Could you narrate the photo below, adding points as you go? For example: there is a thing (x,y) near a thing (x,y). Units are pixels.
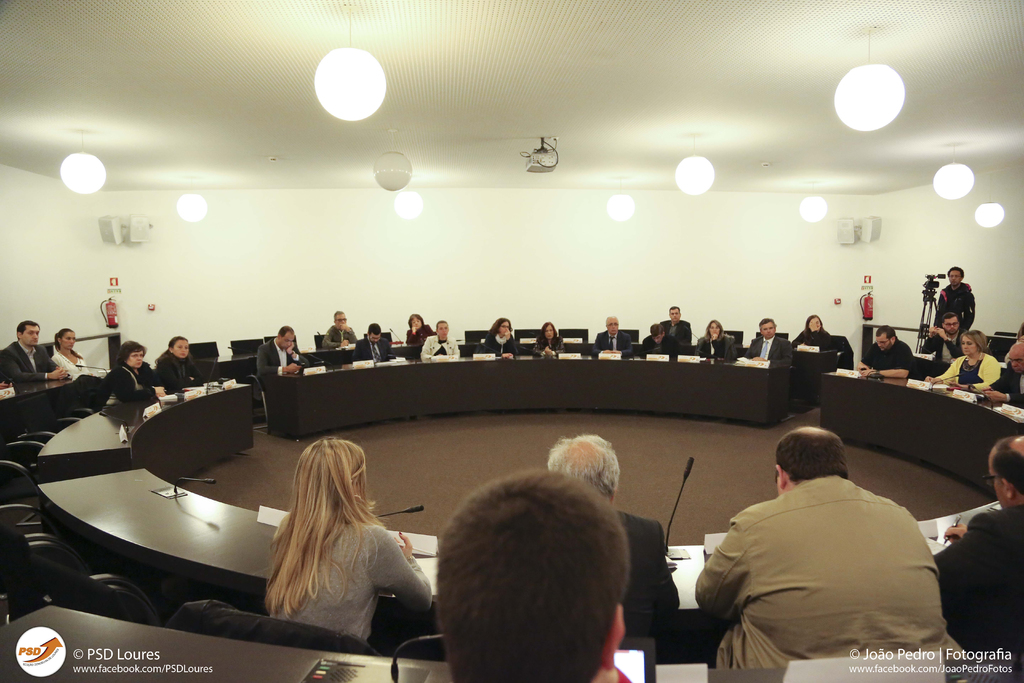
In this image there are persons (753,600) sitting in front of the round table (100,477) and on the right side (965,288) there is a man (959,305) standing, in front of the man (951,293) there is a camera (929,293). On the top (367,88) there are lights (82,159) hanging.
